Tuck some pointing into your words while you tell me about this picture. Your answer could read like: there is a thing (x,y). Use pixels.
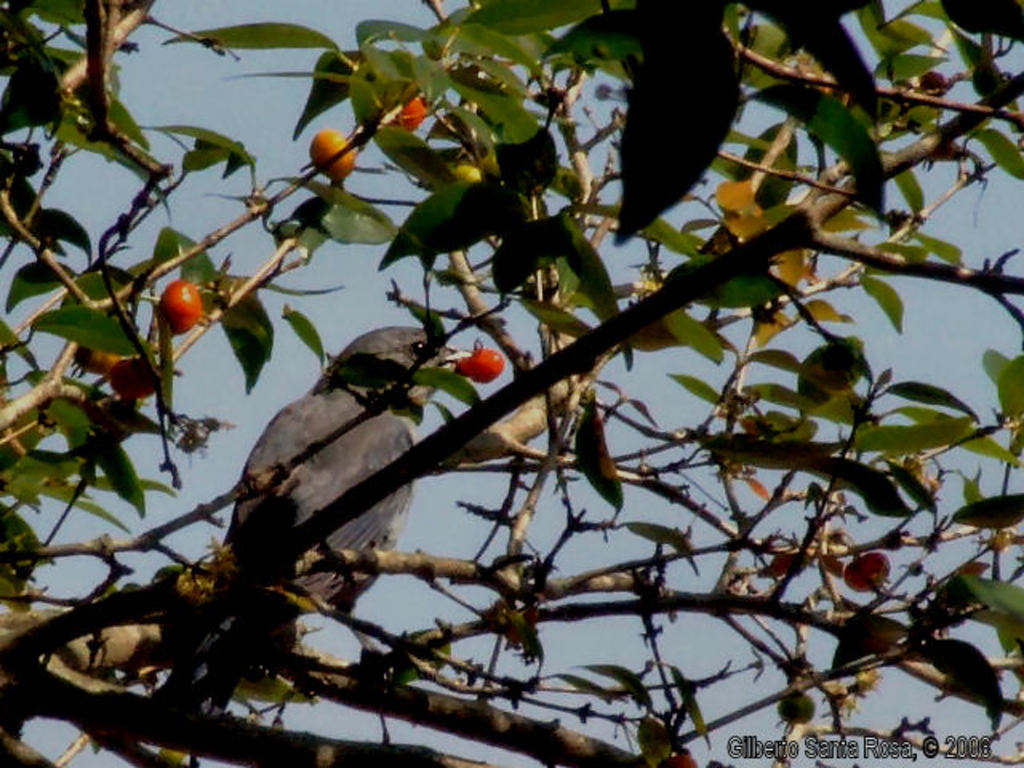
In this picture we can see a bird (343,484) is standing on a branch (359,493) of a tree (178,348), we can see some fruits (185,297) and leaves (378,363) in the front (398,409), in the background (333,304) there is the sky (336,272), at the right bottom (977,740) we can see some text (872,753).
